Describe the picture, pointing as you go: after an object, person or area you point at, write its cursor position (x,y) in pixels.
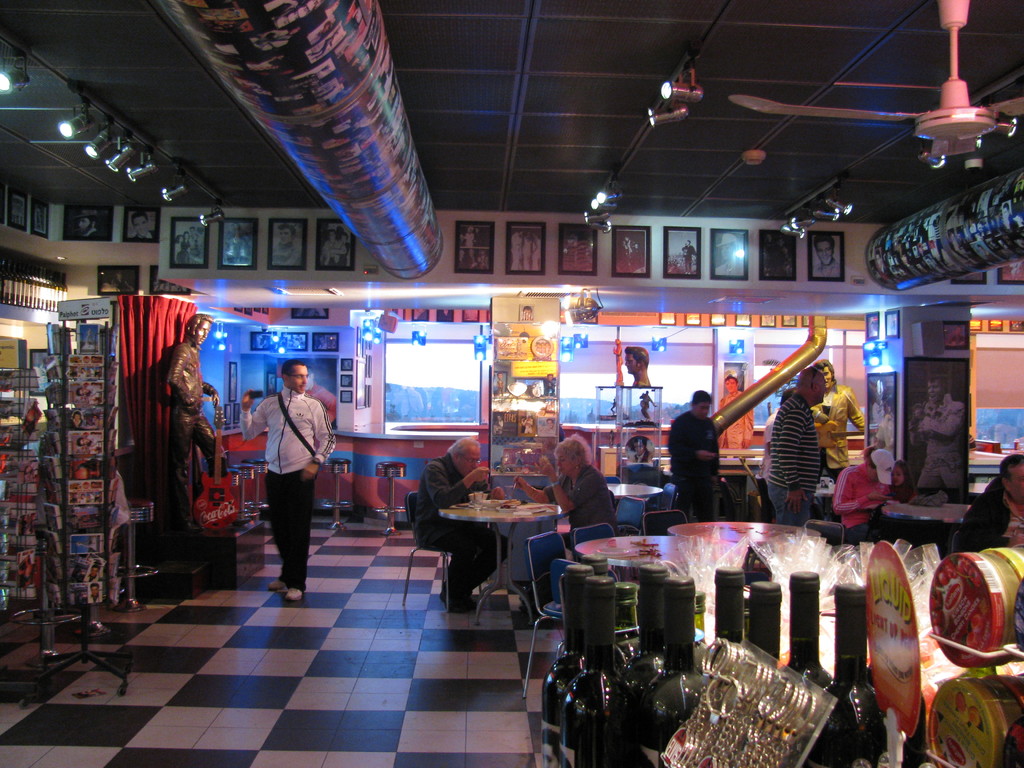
In this picture there are group of people (771,449) where few among them are sitting in chairs (594,525) and there is a table (550,507) in front of them which has few eatables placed on it and the remaining are standing and there are few wine bottles (851,686) and some other objects (823,635) in the foreground (755,635) and there are few objects (69,439) placed on a stand (41,459) in the left corner (69,490) and there are few photo frames (236,224) attached to the wall (665,226) above them.
